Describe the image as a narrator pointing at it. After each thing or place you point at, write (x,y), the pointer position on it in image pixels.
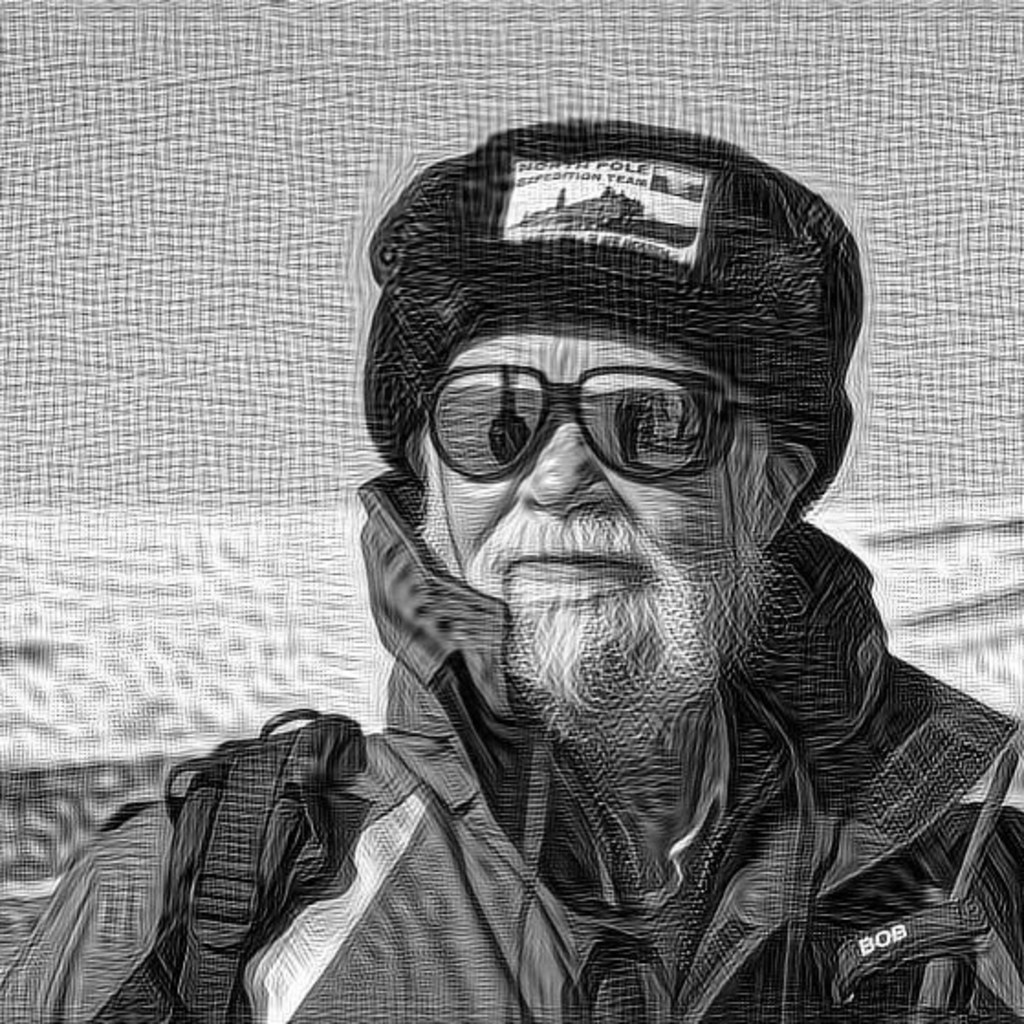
In the picture we can see a painting of a old man (487,853) wearing jacket (499,868), bag (321,877), cap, goggles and he is with a white beard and mustache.
